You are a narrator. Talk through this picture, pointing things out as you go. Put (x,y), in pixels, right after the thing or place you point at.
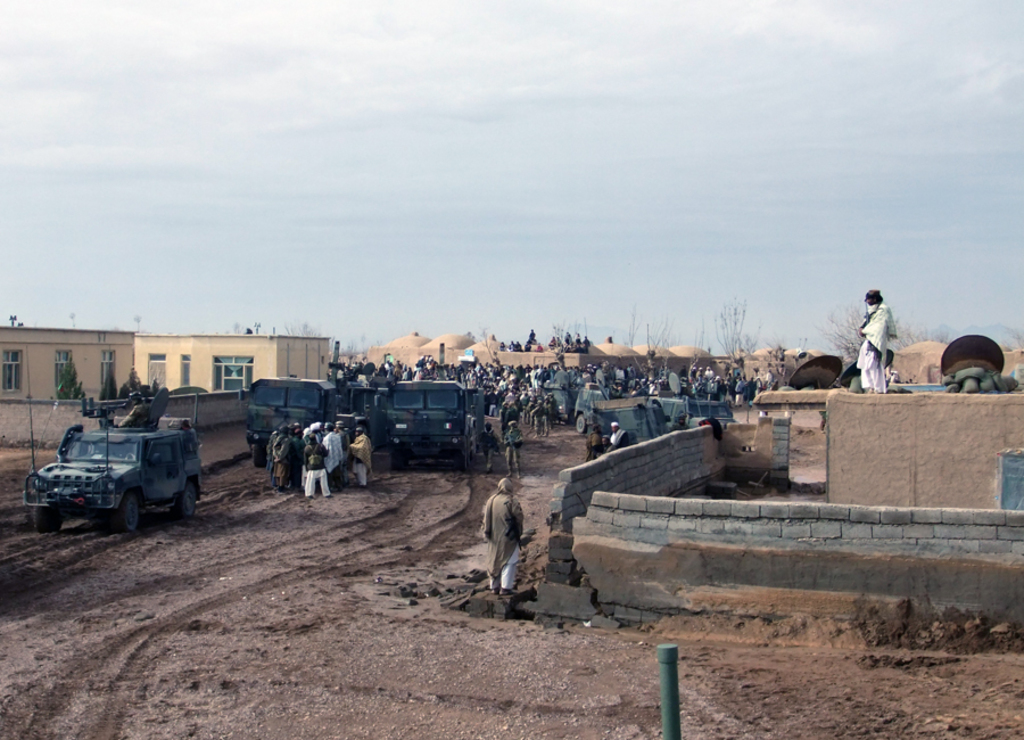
In this image there are people (359,453) and we can see vehicles (118,433). On the right (838,447) there are walls (901,547). On the left (301,356) there are buildings (295,371). In the background (731,321) there are trees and sky (590,136). At the bottom (676,719) there is a pole (664,704).
